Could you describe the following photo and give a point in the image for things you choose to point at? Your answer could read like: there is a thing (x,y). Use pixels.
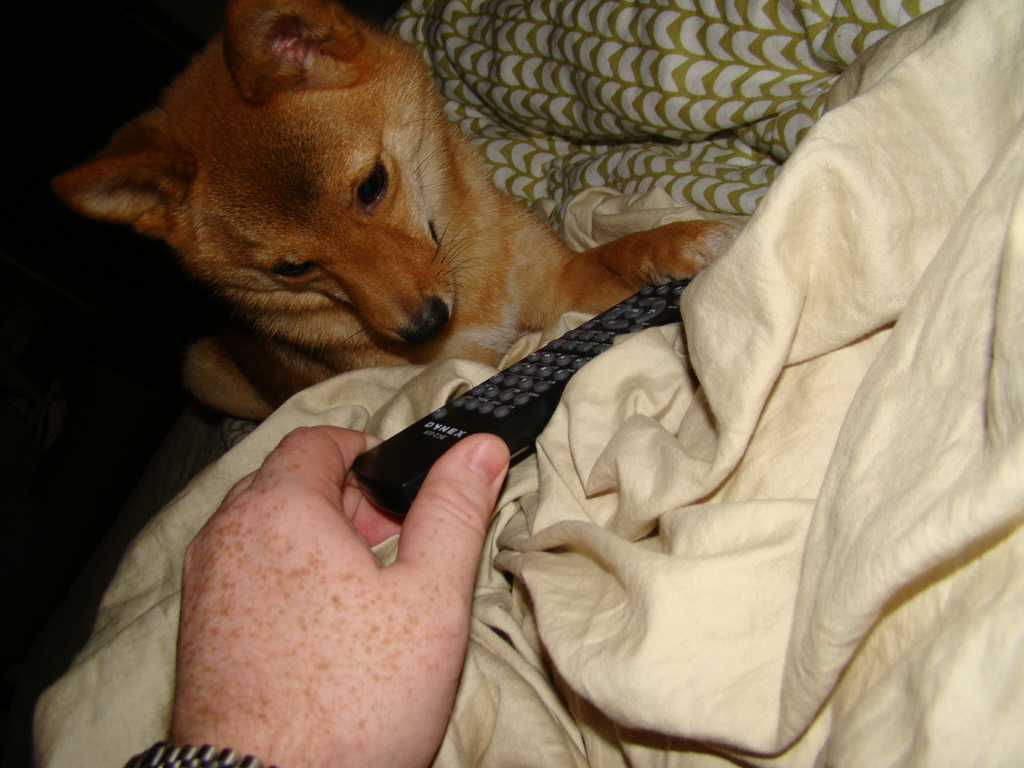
In the picture we can see a person's hand (345,542) holding a remote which is black in color on the bed sheet (575,509) and beside it we can see a dog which is brown in color with some white shades on it.
